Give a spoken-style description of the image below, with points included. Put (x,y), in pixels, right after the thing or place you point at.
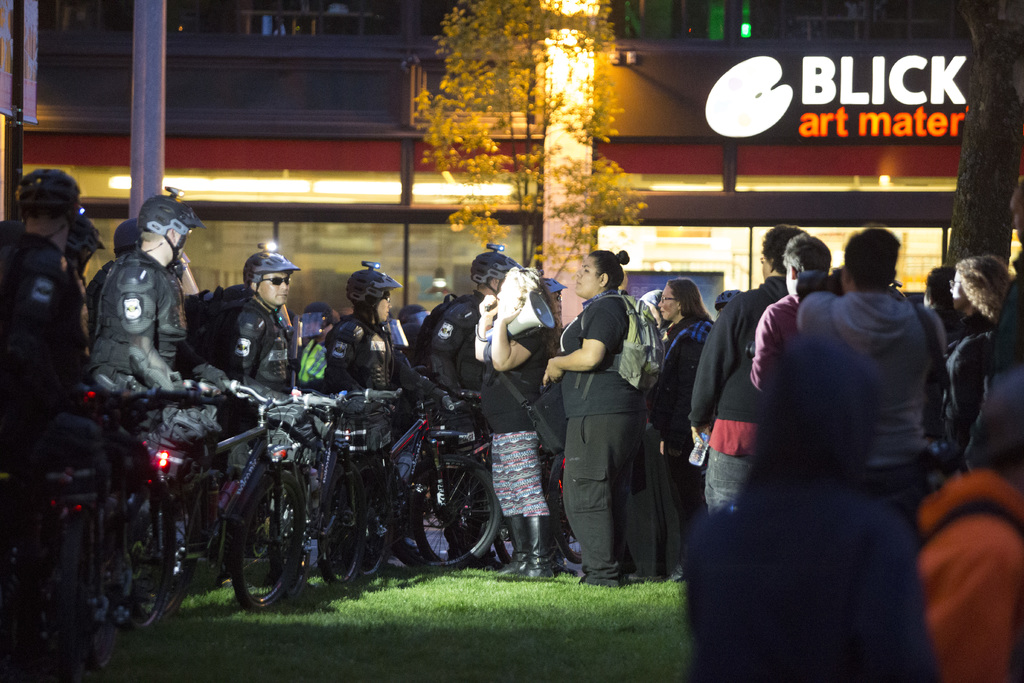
In this image there are a group of people (379,387) some of them are wearing some helmets (380,293), and holding cycles (406,465) and some of them are wearing bags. In the background (531,96) there are buildings (915,150), poles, trees (471,53) and lights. On the right side (879,88) there is a text (945,75) on a building (728,268). At the bottom (329,608) there is grass (496,603).
